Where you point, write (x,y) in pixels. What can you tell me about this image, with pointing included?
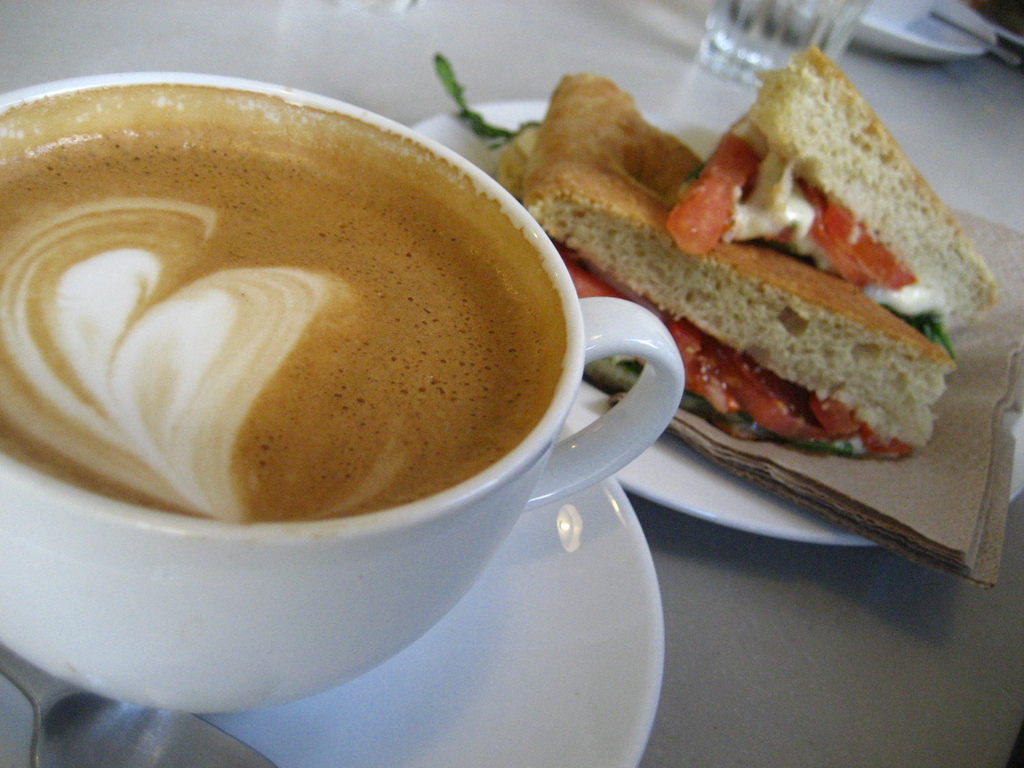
In this image there is a cup of coffee (398,587) and a spoon (116,761) on the saucer (608,498), and there is a food item (756,423) with the tissues (908,510) on the plate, and in the background (959,117) there is a plate (982,40) and a glass (823,34) on the table (1009,89).
